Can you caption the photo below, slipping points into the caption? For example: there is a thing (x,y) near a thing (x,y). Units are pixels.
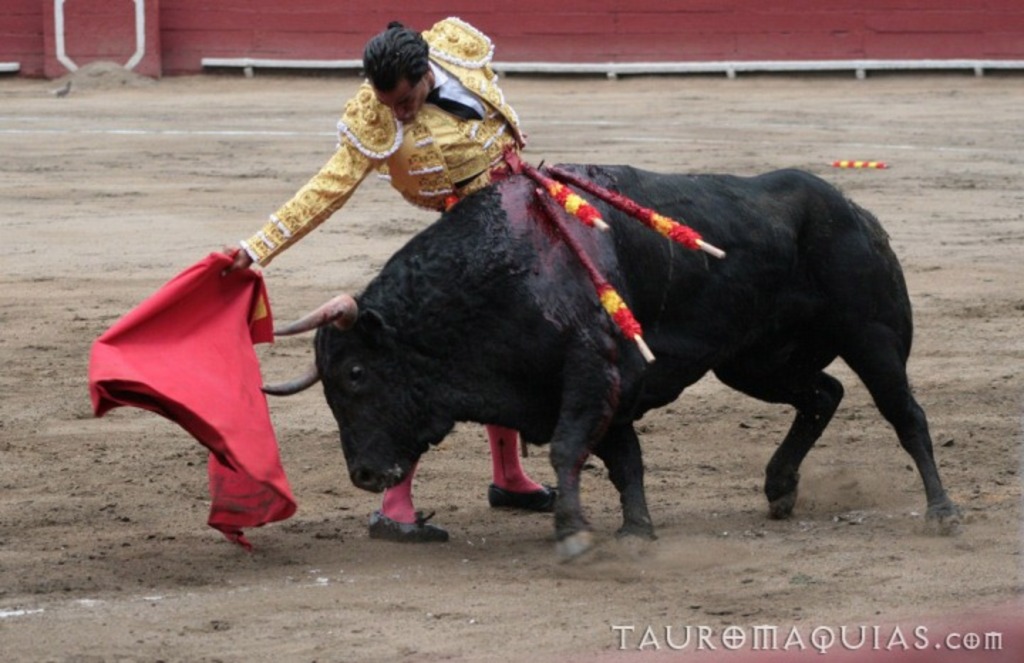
In this picture we can see the bullfight. In the front (375,431) there is a black color bull (472,210) in the ground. Beside there is a man (453,133) wearing golden dress (450,182) and holding the red color cloth (223,375) in the hand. In the background (265,28) there is a red color boundary wall (283,24).
